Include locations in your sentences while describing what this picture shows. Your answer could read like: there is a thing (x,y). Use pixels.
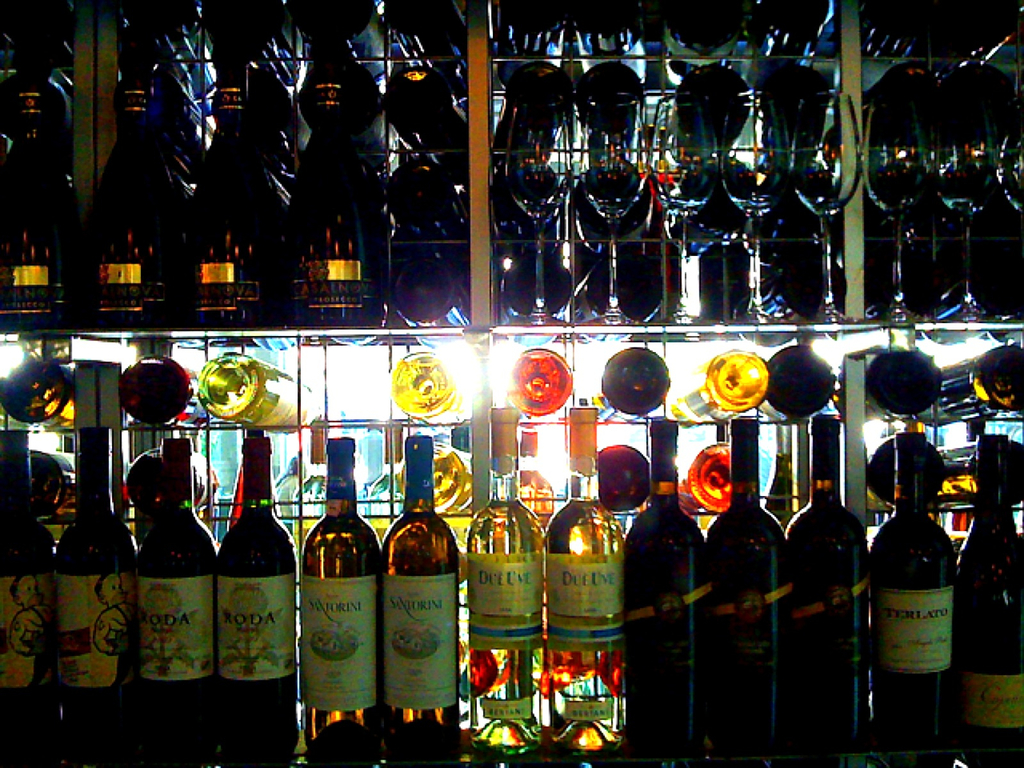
In the image we can see there are wine bottles (603,610).
